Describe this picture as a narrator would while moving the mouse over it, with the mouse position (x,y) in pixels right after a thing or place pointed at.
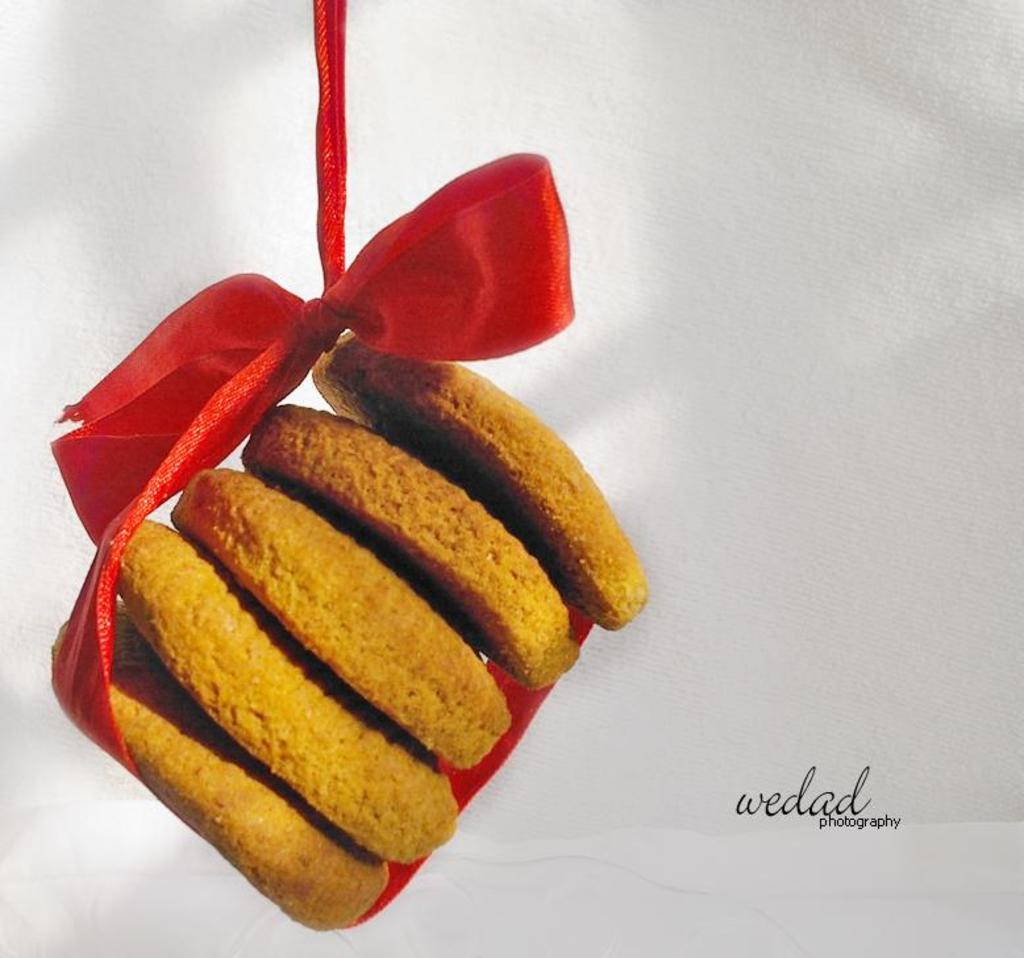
In this image, we can see few cookies (324,705) are tied with red ribbon (443,230). Background (440,135) there is a white color. On the right side (785,813), we can see a watermark (803,810) in the image.
